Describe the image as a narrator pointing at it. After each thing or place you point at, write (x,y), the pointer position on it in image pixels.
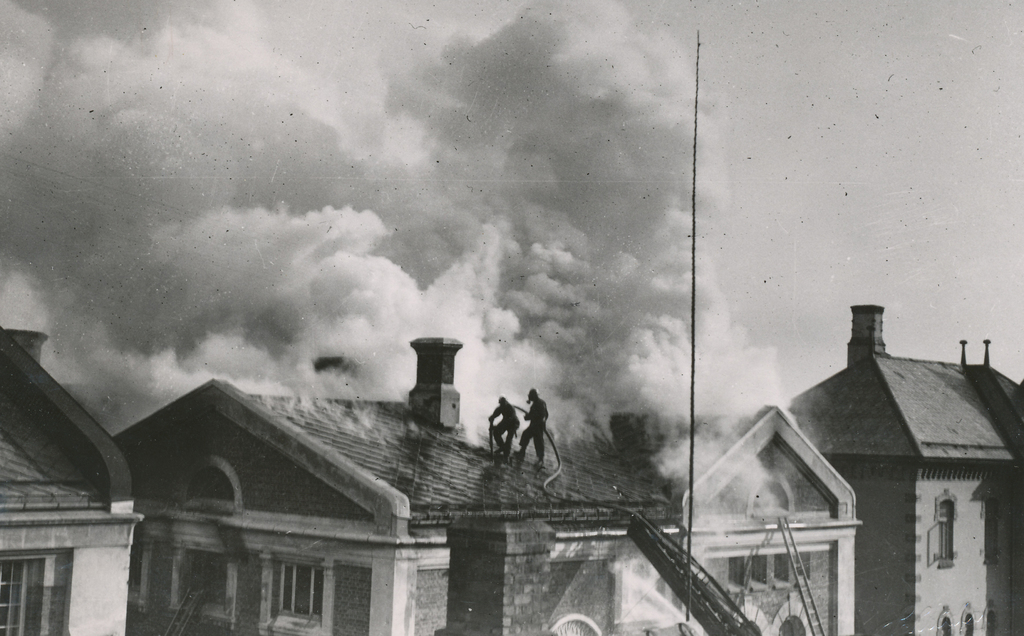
In this picture I can see houses (655,572), there is a ladder (722,605), there are two persons (523,447) holding a pipe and standing on the roof (604,455) of a house (594,446), there is smoke (608,141), and in the background (830,130) there is sky (870,153).
